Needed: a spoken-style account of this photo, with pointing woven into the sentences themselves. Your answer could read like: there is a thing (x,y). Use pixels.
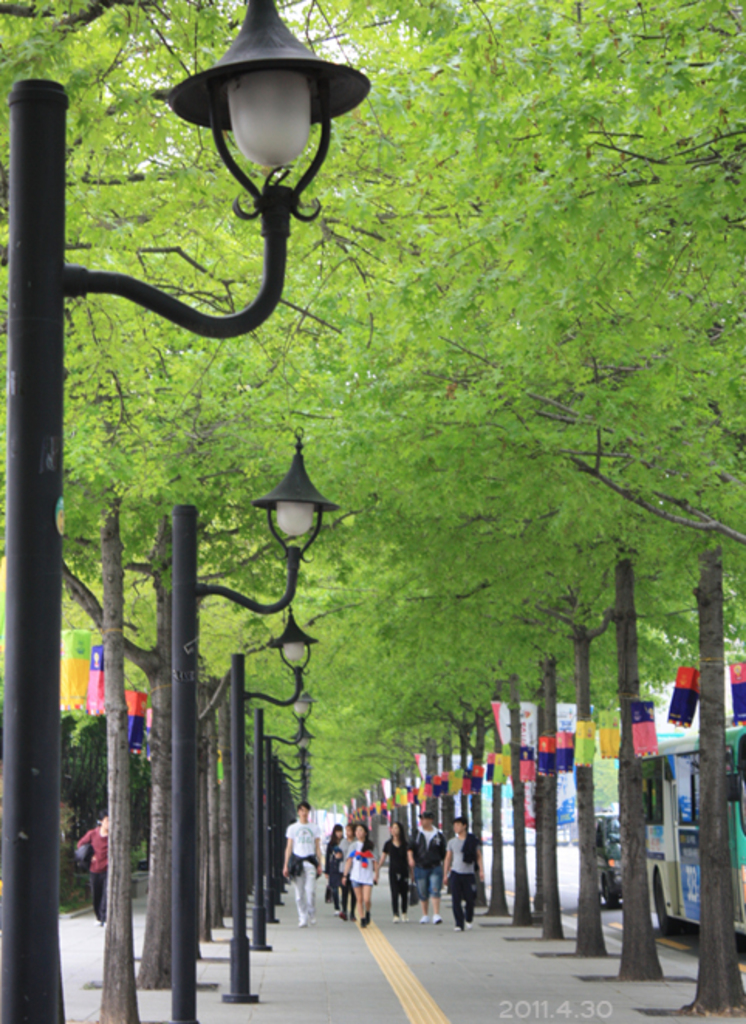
In this image we can see these people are walking on the road (345,966). Here we can see light poles (58,650), trees (433,643), banners (529,719) and vehicles (691,872) moving on the road (486,848). Here we can see the watermark (570,1018) on the bottom right side of the image (503,1016).
